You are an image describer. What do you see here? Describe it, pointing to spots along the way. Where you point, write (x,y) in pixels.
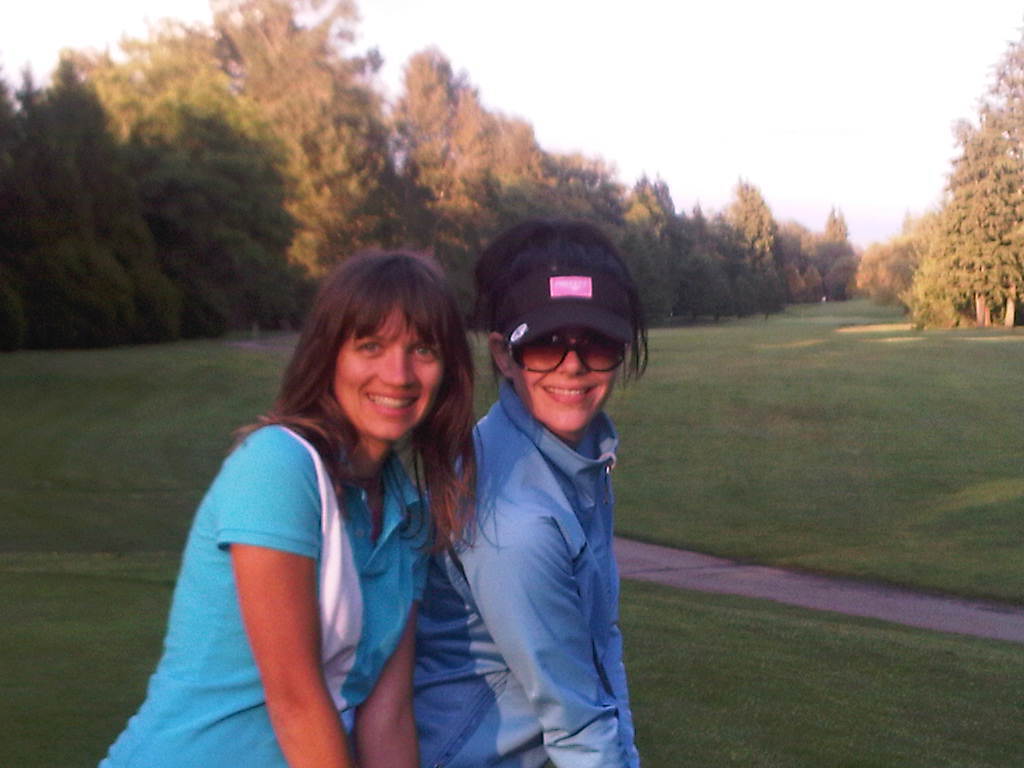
This picture shows couple of woman (396,583) standing. We see a woman (536,305) wore cap (558,324) and sunglasses (552,340) and we see trees (604,204) and grass (804,378) on the ground (848,517) and a cloudy sky (598,104).
